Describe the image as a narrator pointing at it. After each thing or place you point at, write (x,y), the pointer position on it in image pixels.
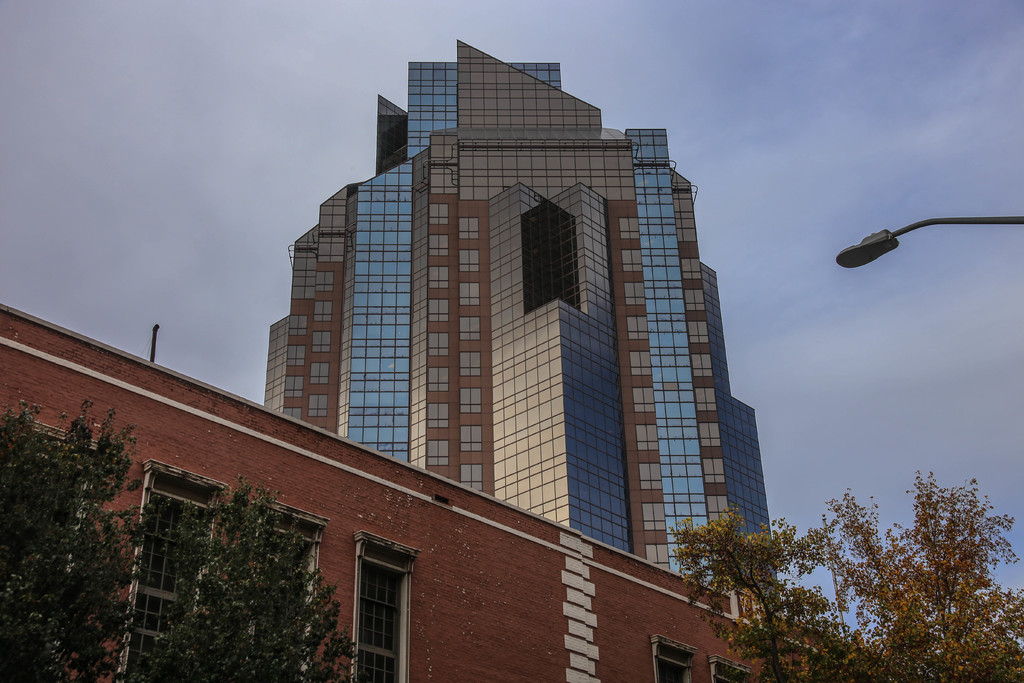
In this image we can see the buildings (399,426), trees (961,528) and also a light pole (875,245) on the right (958,220). We can also see the sky (746,216).
